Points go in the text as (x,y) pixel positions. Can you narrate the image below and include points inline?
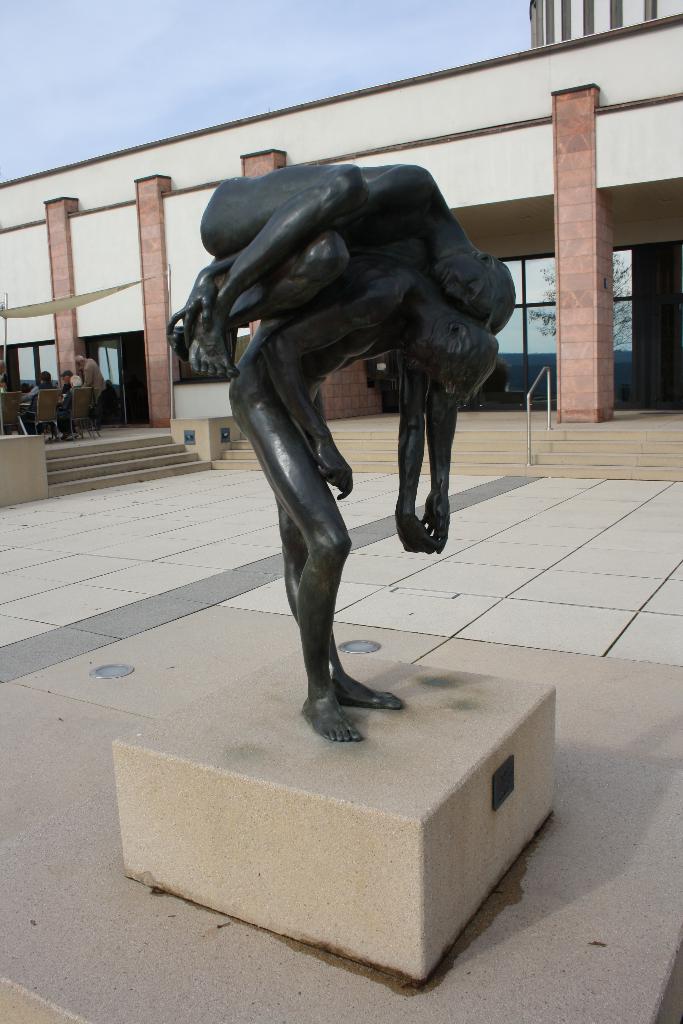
This is a sculpture (399,279), this is a building (446,159) and a sky (225,72).
